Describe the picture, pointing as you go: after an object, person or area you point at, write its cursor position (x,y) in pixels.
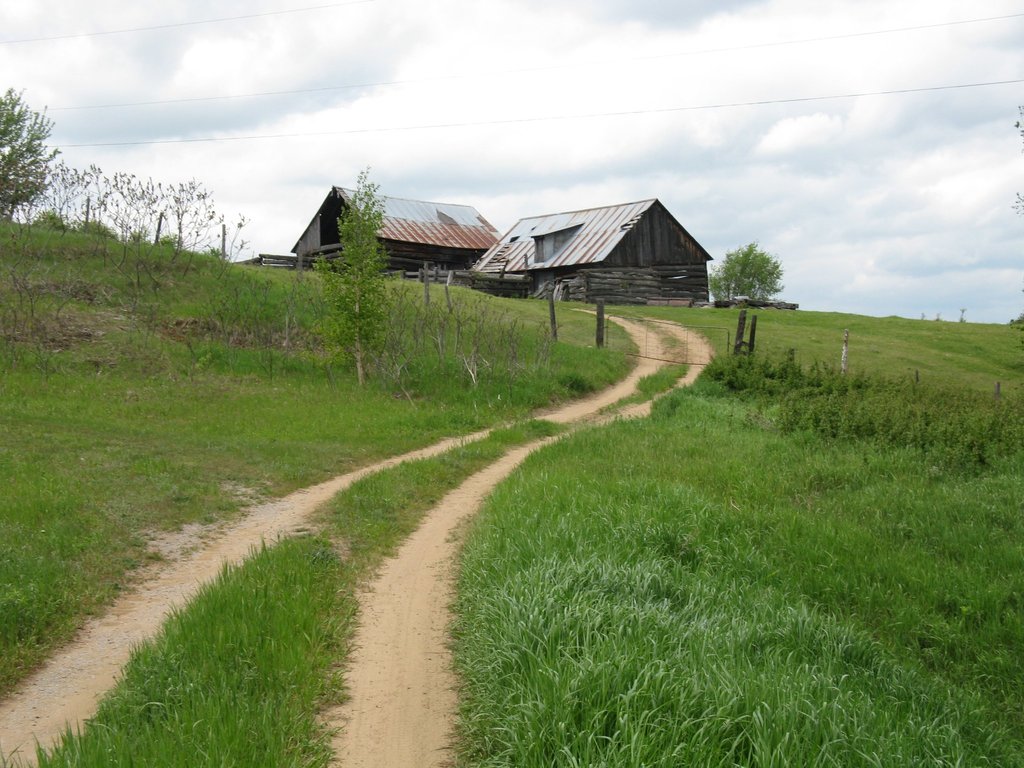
This is grass (747,453). There are plants (859,425), trees (18,175), and sheds (423,263). In the background (938,295) there is sky (745,155) with clouds (955,185).
